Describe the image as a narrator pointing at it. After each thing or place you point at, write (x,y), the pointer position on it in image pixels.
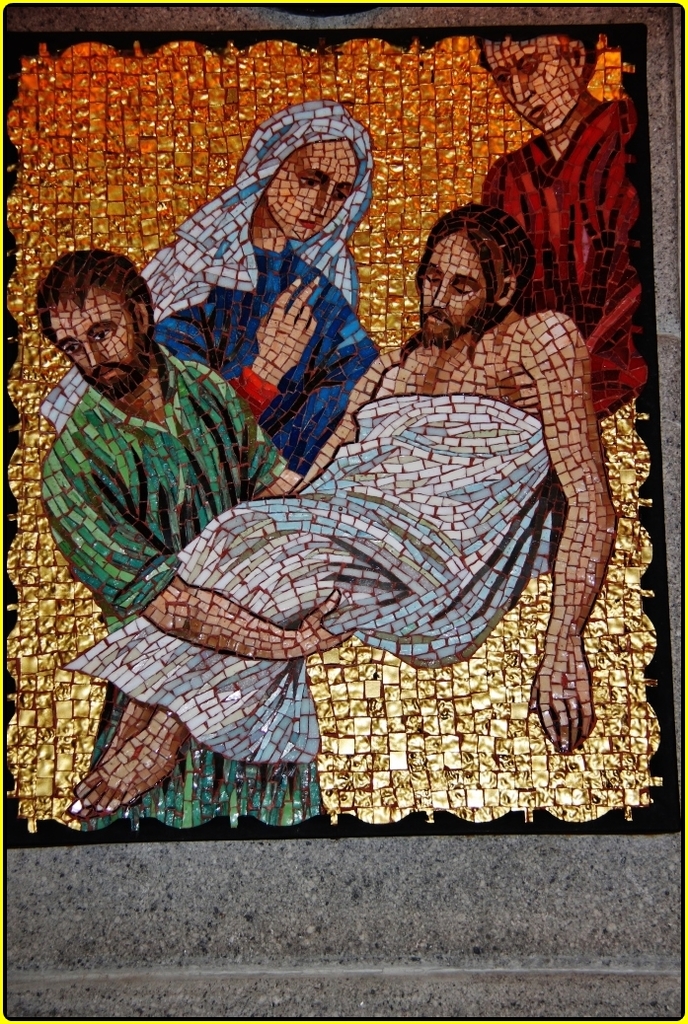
In this image there is a glass painting (350,781) of the people (218,718) made of marble pieces (403,524) on the wall (662,277).
